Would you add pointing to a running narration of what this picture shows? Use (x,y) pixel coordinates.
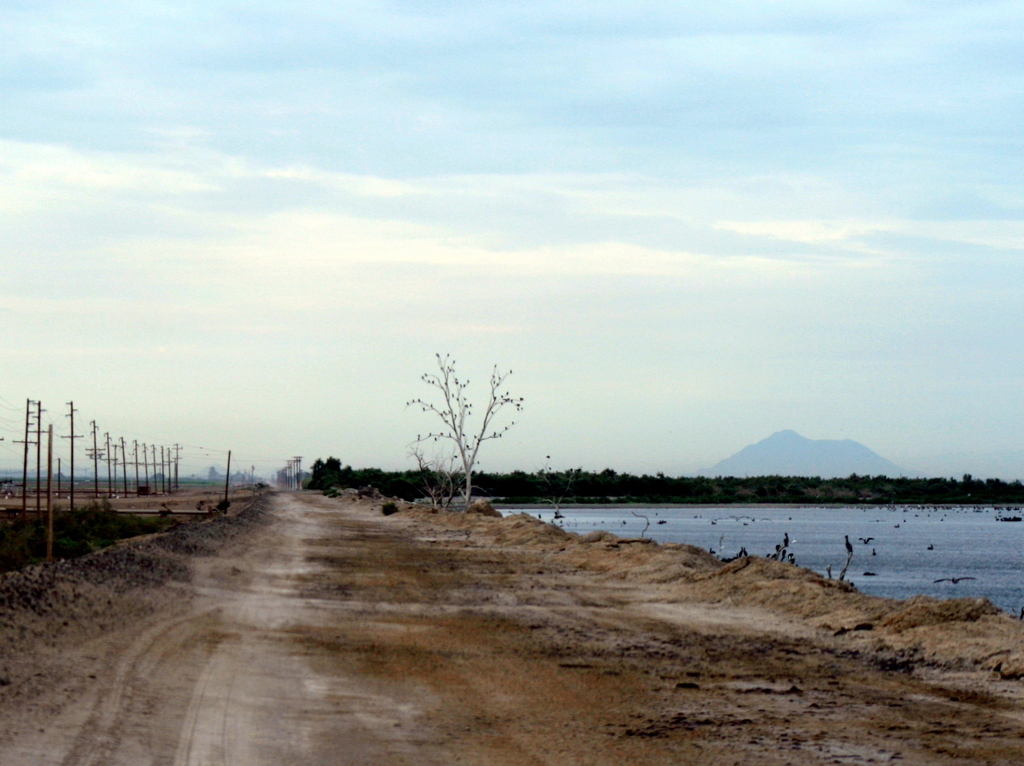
In this image there is a path (244,577), beside the path (320,602) there are a few utility poles (161,459) and on the other side there are trees (965,495) and river (890,523). In the background (547,336) there is the sky (610,416).
